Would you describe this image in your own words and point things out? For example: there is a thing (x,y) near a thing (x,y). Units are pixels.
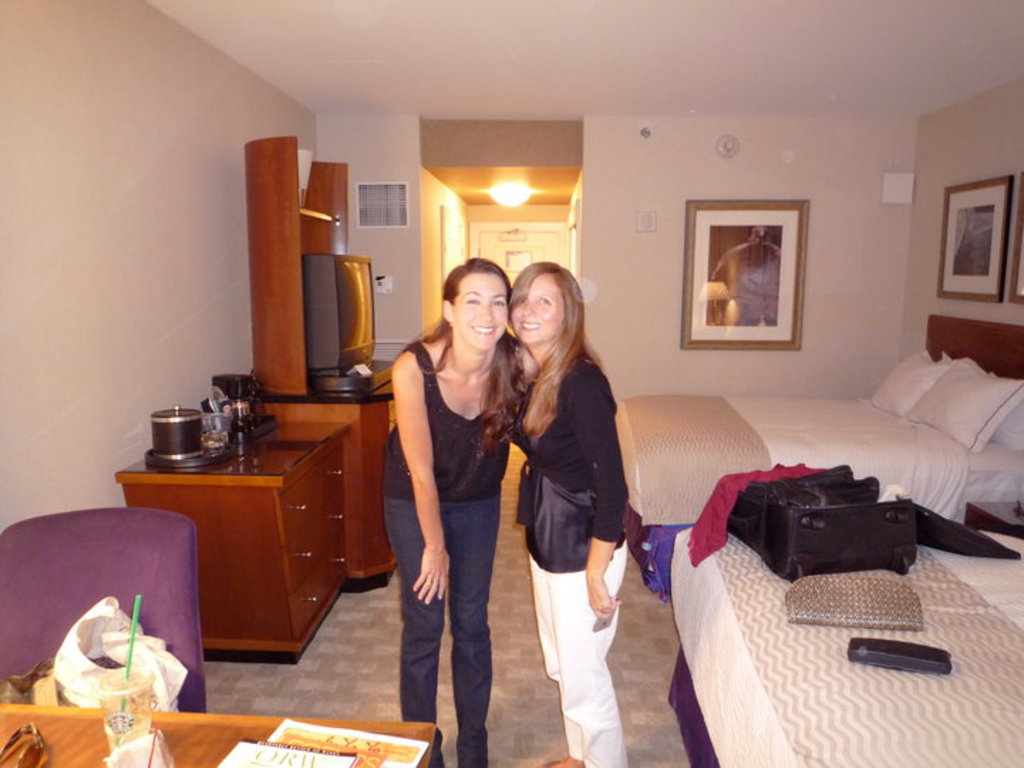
This image consist of two women (544,647) standing in the front (485,615) wearing black tops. To the right (787,531), there is black suitcase (785,505). To the left (226,546), there is a TV (315,344) along with a table (285,508). In the background (188,239), there is a wall (824,160) on which frames (739,277) are fixed.
